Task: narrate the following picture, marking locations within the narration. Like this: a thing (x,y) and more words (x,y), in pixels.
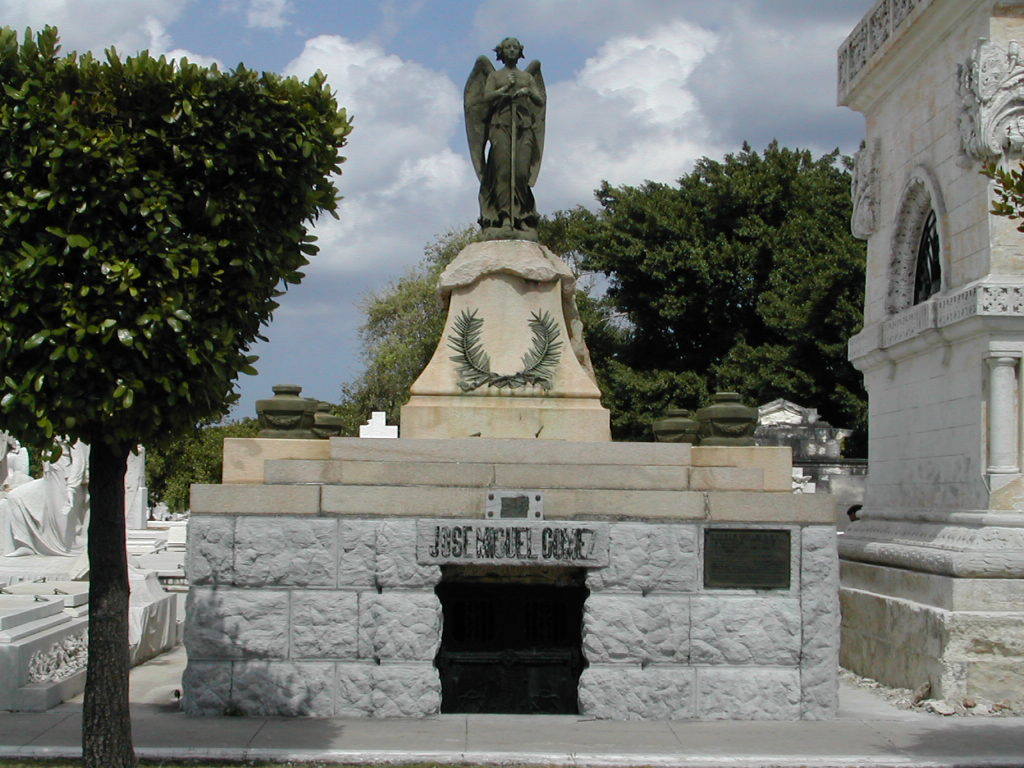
In the picture we can see a sculpture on the rock bricks (414,643) and besides, we can see a historical building wall (1003,121) and in the background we can see trees (380,398) and sky (402,261) with clouds (605,121).
